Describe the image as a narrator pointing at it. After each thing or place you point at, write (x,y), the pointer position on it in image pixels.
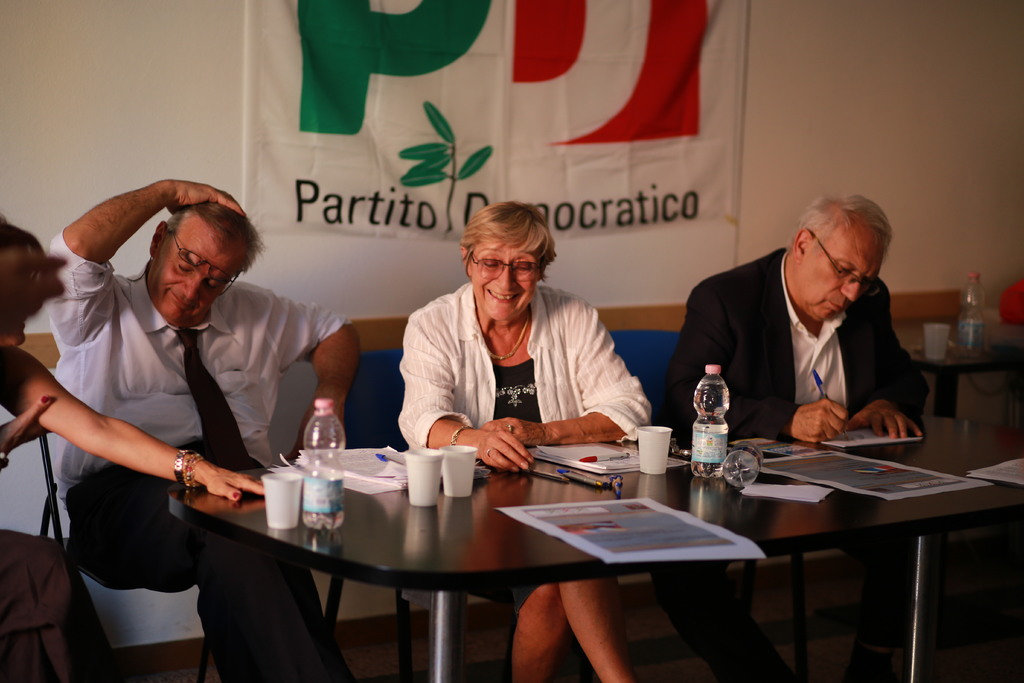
In this image I can see few people (238,377) are sitting on the chairs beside the table (323,555). On this table (356,524) there are some glasses (431,482), bottles (691,466) and some papers (700,536) are placed. The man (832,424) who is sitting at the right side of the image (861,366) is writing something on the paper (848,431) a pen (814,381). In the background (882,110) I can see a wall (846,100) and one banner (511,122) is fixed to the wall (884,80).
